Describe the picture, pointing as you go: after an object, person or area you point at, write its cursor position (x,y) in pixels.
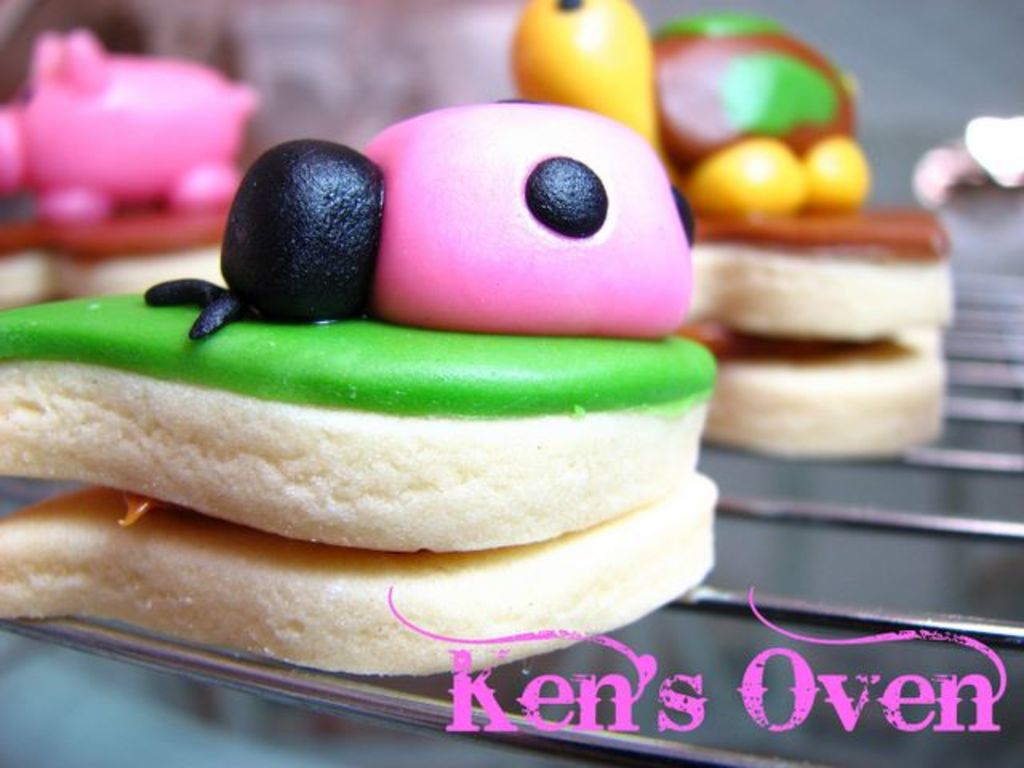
In this image, we can see desserts (495,219) on the rack (363,697) and at the bottom (612,687), there is some text (695,707).
